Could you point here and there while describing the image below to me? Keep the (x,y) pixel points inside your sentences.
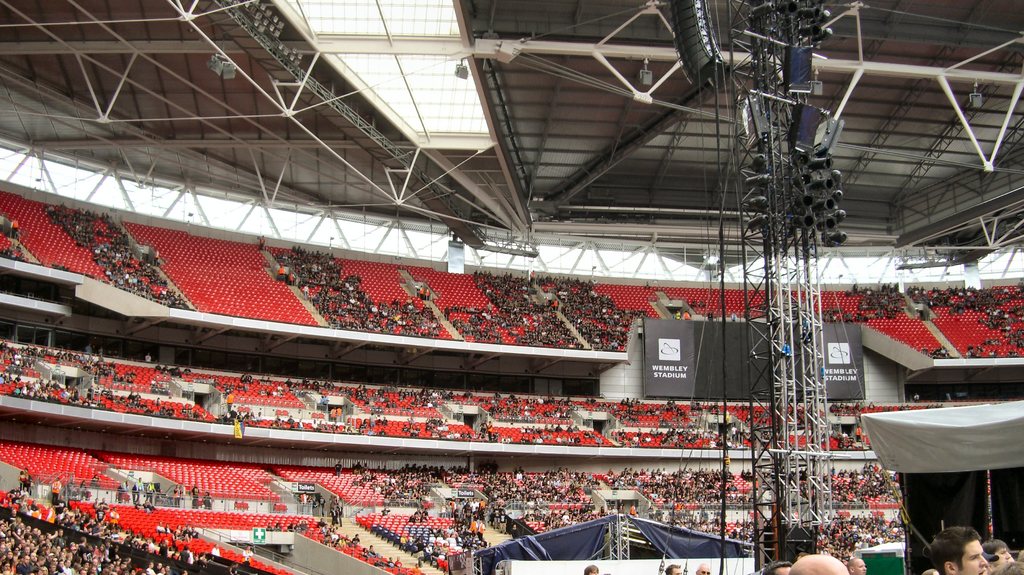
This image is taken in the stadium (308,358). In this image we can see many people (339,313) sitting in the stands (499,452). We can also see the tents (907,499) for shelter. At the top (317,85) we can see the ceiling (517,73) with the rods (894,69). We can also see the tower (807,283) with the focus lights (806,176). In the background (719,349), we can see the screen (726,357) with the advertising boards (664,372).
